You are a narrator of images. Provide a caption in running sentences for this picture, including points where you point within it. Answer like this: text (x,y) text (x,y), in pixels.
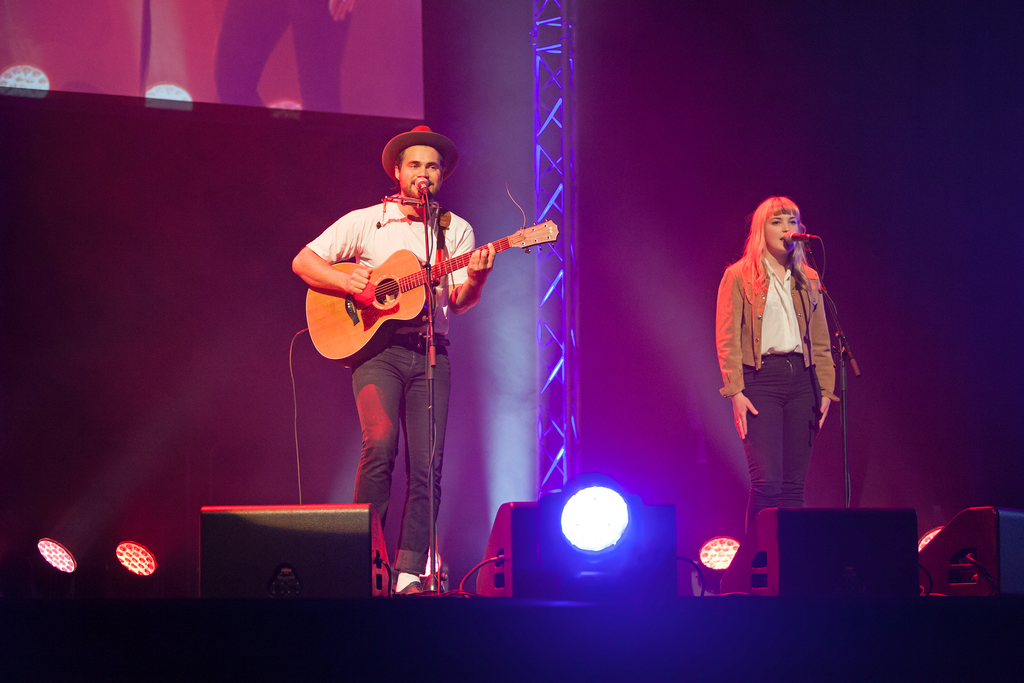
In this image there are two persons (753,269) at the left side of the image (339,237) there is a man (440,140) who is playing guitar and at the right side of the image (732,341) there is woman (735,321) who is singing and at the bottom of the image (955,583) there are lights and sound boxes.
